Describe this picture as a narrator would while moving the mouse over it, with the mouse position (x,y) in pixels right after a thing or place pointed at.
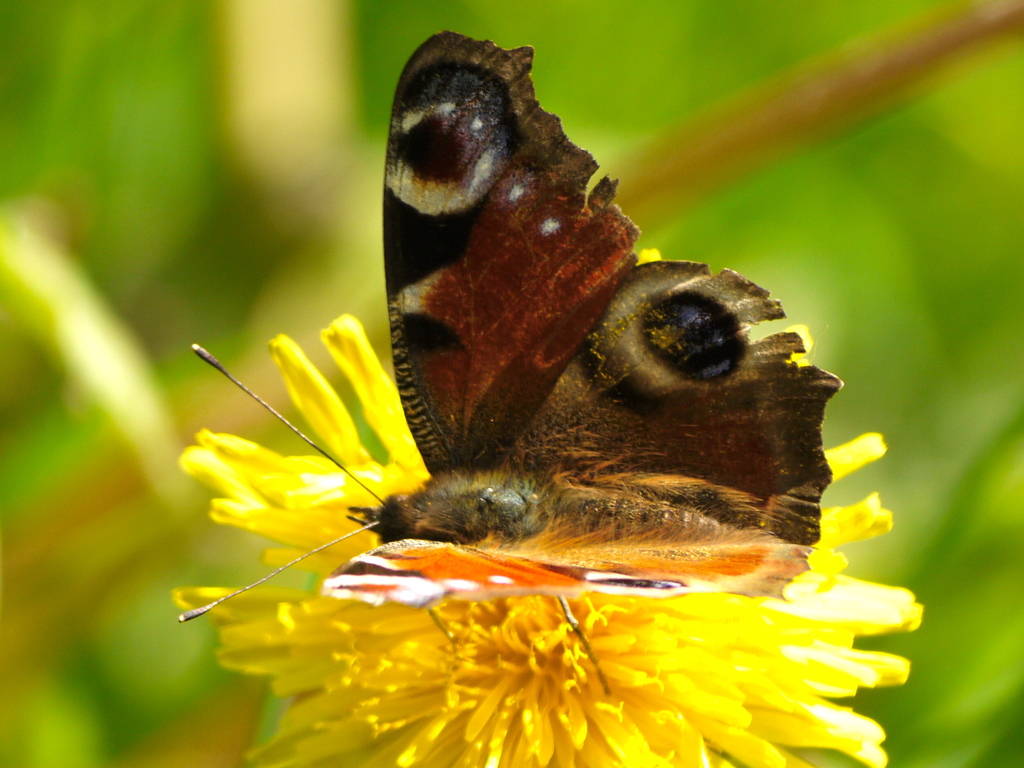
Here in this picture we can see a butterfly (505,345) present on the flower (374,500) over there.
